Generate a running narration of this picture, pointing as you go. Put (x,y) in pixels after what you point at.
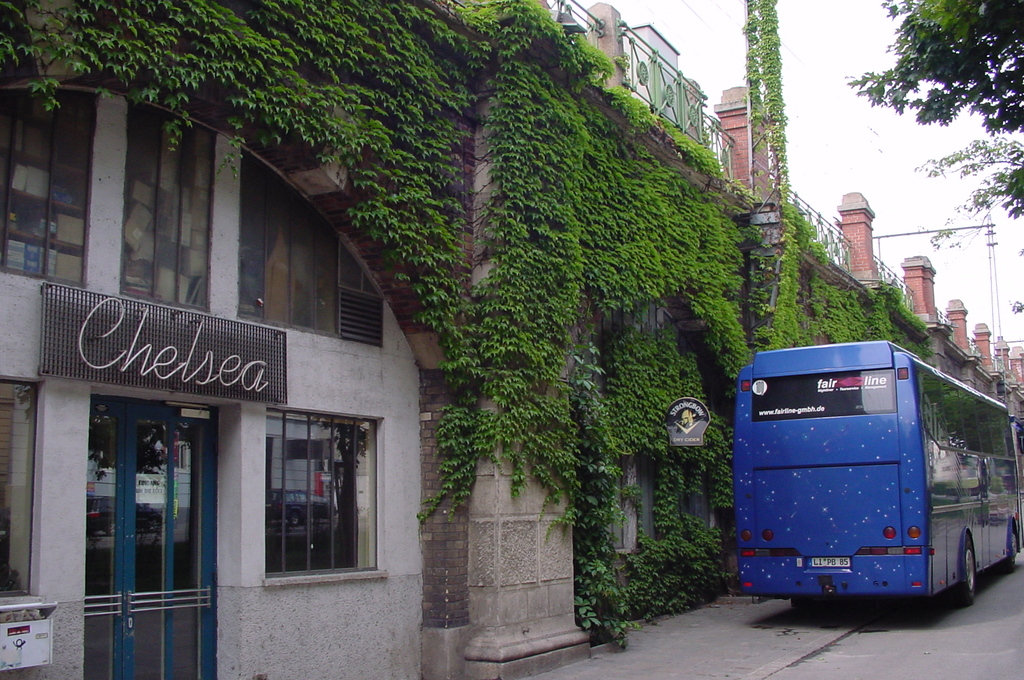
In this picture we can see doors (113,542), windows (18,517), name boards (238,356), plants (540,432), trees (978,38), fence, building (984,334), pole (991,273) and a bus (960,385) on the road (894,609) and in the background (836,113) we can see the sky (789,23).
